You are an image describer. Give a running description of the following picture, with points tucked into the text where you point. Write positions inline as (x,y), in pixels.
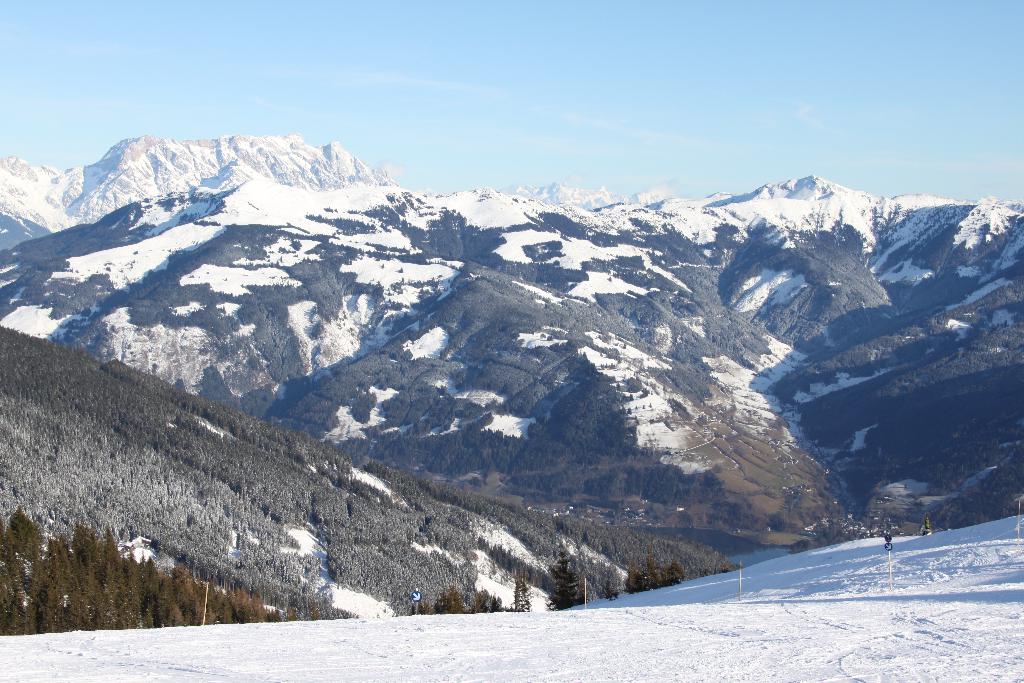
These are the mountains (462,367) with snow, on the left side (160,597) there are trees (176,585). At the top (609,68) it's a sky (609,68).
